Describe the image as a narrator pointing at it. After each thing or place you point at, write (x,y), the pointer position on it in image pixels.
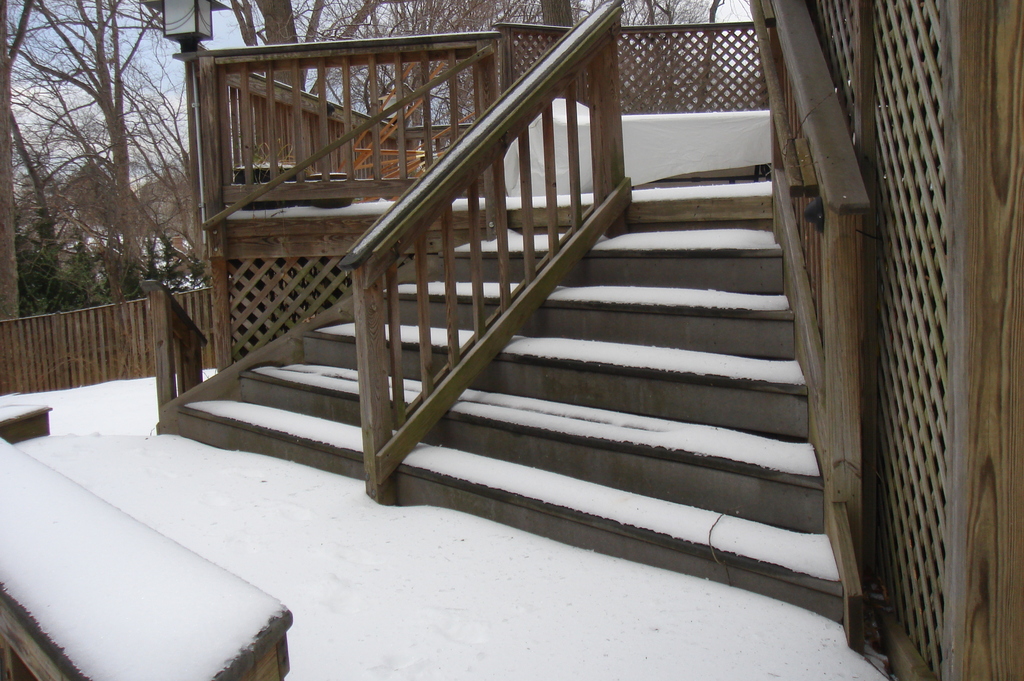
In this image I can see steps (467,334), fence (77,380), snow (366,586) and a house (901,414). In the background (95,214) I can see trees (140,233), light pole (206,161) and the sky (125,11). This image is taken may be during a day.
